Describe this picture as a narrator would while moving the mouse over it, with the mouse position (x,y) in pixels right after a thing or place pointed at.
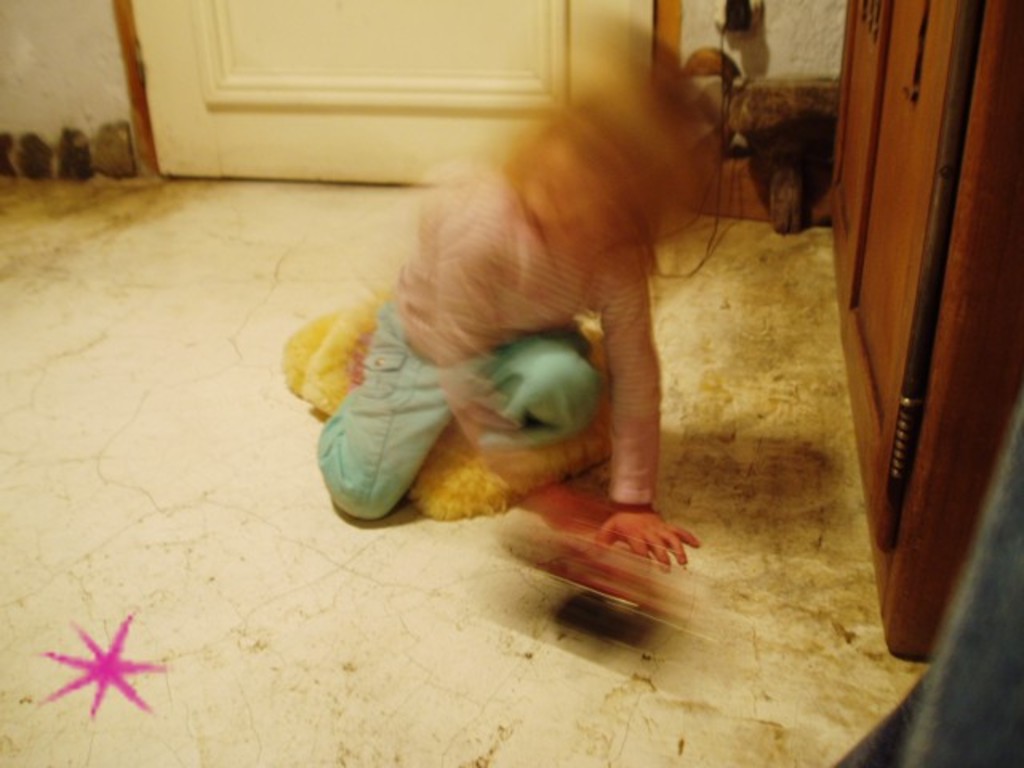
In this image we can see the kid (599,97) and also some other objects (488,483). We can also see the door (278,69), wall (53,27), wooden shelf (837,217) and also the floor (335,539).
